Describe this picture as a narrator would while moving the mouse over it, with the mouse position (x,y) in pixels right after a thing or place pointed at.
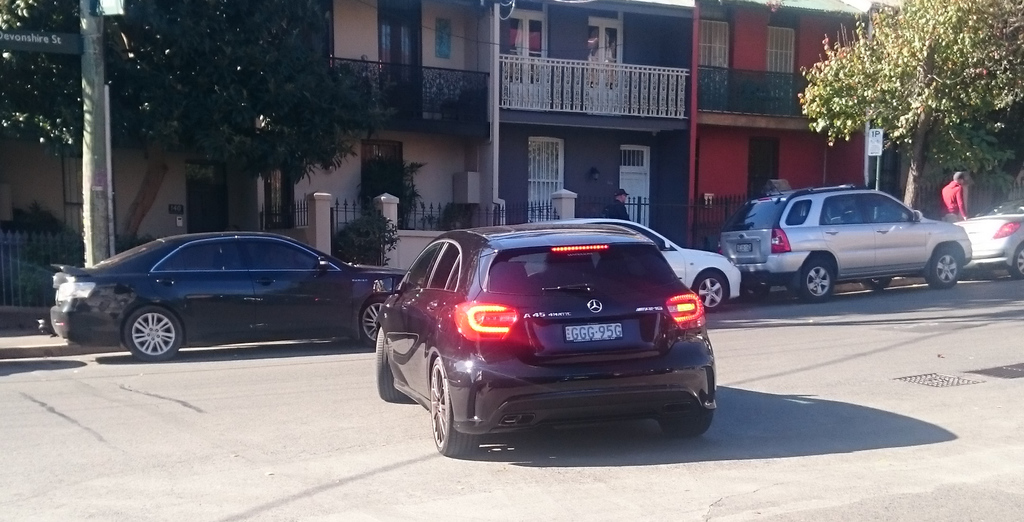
In this image I can see road (159,511) and on it I can see few cars (767,255). I can also see shadow (836,442) on this road (817,367). In the background (259,9) I can see trees (958,123), poles (93,198), a white color sign board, buildings (712,87) and I can see few people (949,188) are standing.
